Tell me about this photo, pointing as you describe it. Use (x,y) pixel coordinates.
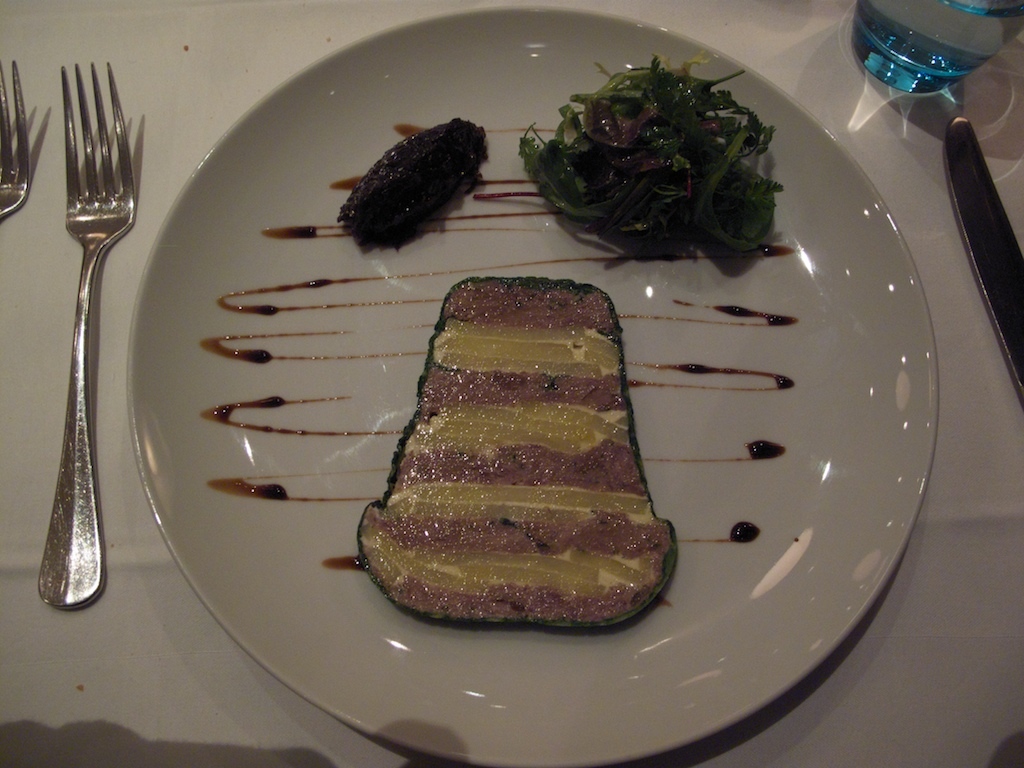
In this image there is a food item (474,377) on the plate (768,464), beside the plate (398,415) there are two forks (76,405) and on the other side there is a knife (987,282) and a bottle (872,42) are arranged on the table (17,429).
